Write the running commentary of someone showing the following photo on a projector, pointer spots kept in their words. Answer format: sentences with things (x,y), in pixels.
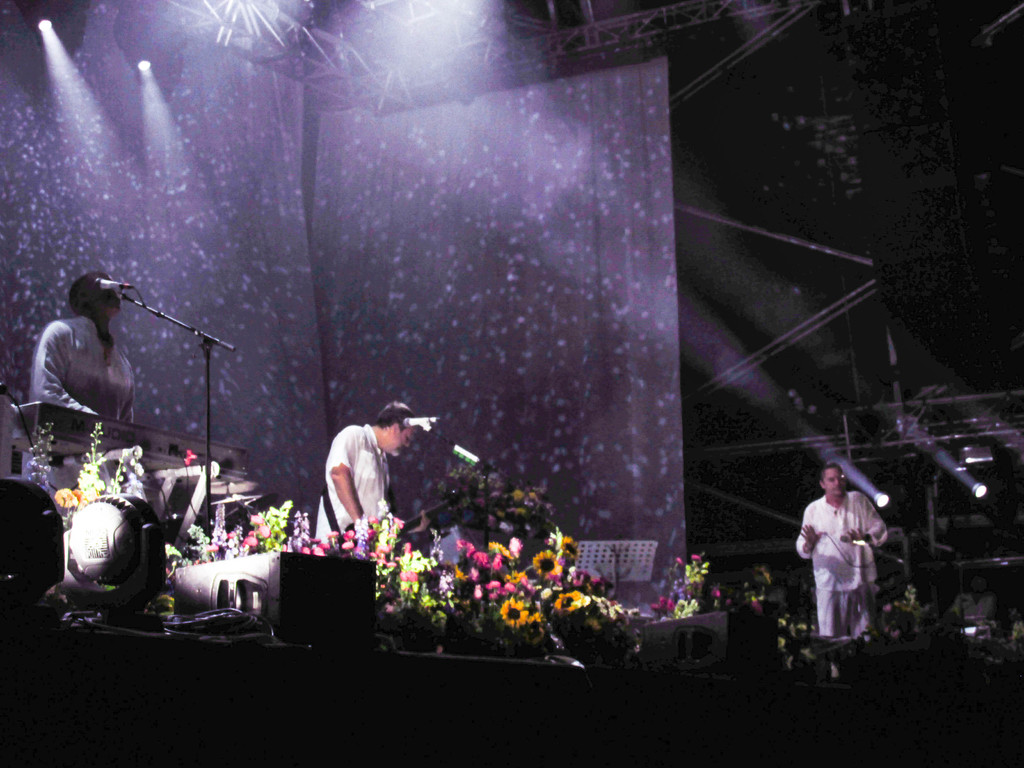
In this image I can see the flowers (517,608). I can see some people (61,376). At the top (54,59) I can see the lights (52,49). I can see the rods (419,70).
